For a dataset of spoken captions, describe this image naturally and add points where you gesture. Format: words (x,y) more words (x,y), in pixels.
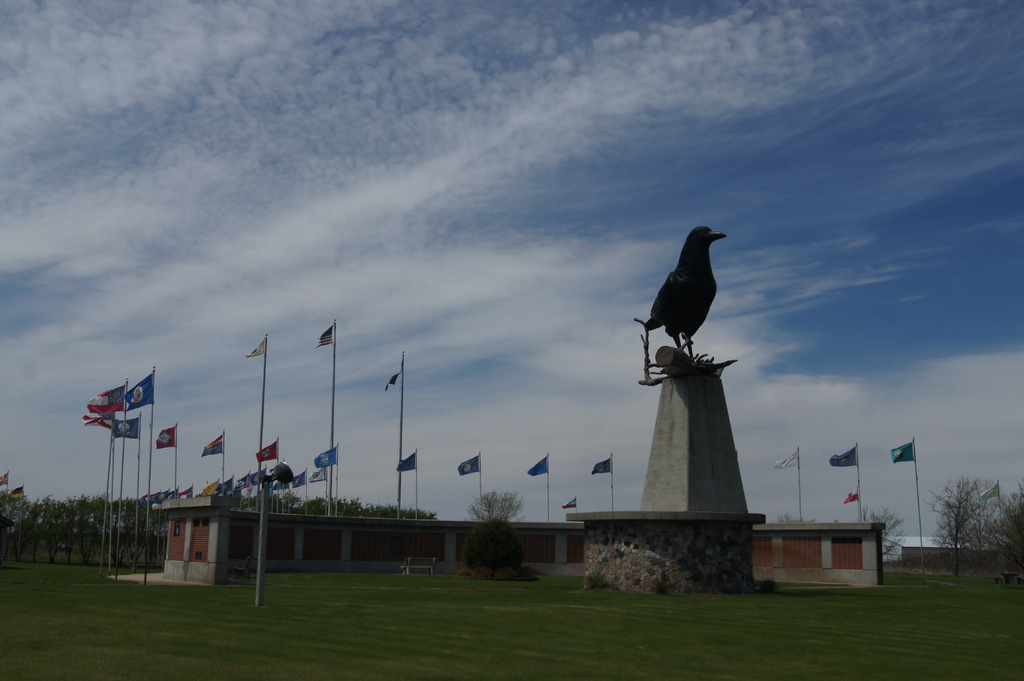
As we can see in the image there is grass (241,633), buildings (179,548), flags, a bird statue (696,357) and trees (999,555). On the top (561,50) there is sky (555,86) and clouds (434,106).
